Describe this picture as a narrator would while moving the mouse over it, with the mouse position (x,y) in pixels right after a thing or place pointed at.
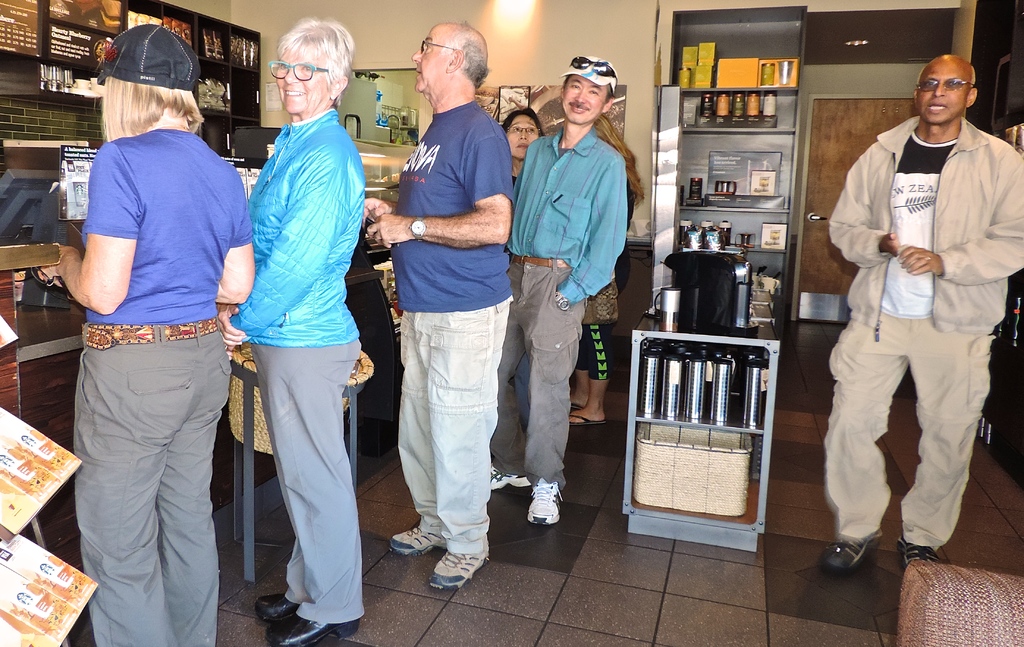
The picture is taken inside a store (817,166). In the foreground (910,196) we can see people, coffee machine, pamphlet (22,554), couch (955,607), floor (378,511), chair (252,433) and other objects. In the background (914,82) we can see bottles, wall (526,52), light (509,8), frame (537,108), door (862,113) and other objects (64,50). On the left (39,205) we can see glasses (65,66), machine (38,175), wall (66,113) and other objects (77,55).
